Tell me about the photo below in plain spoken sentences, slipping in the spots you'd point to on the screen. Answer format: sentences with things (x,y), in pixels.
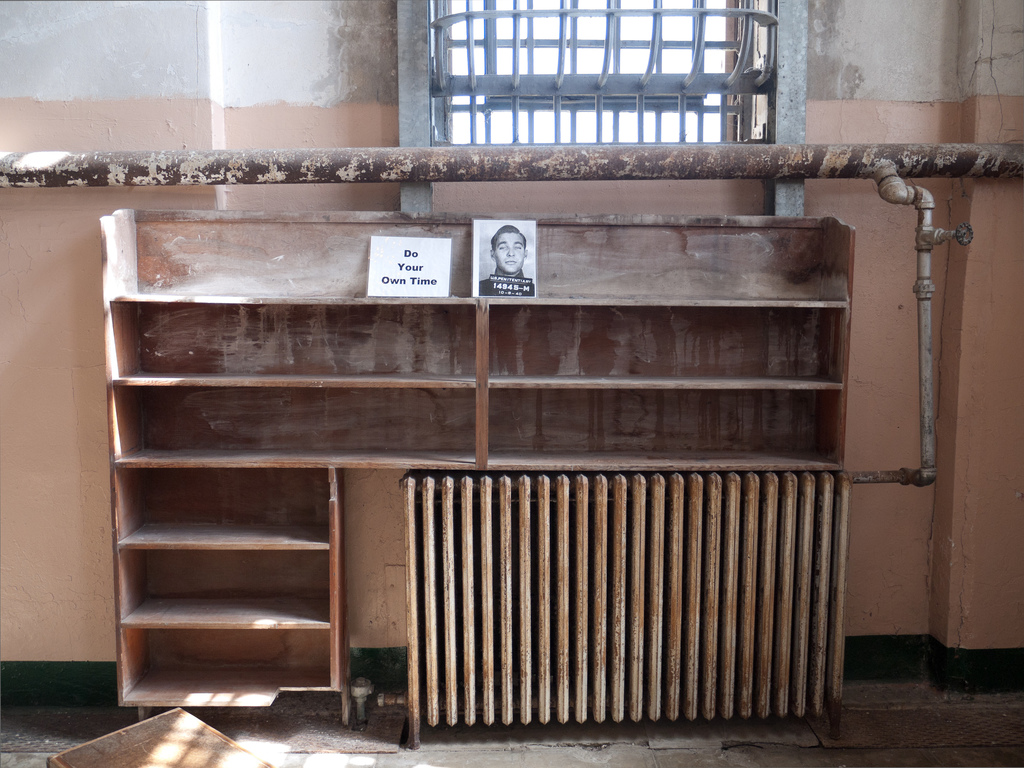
In the picture I can see the wooden shelves (607,399). I can see a photo (477,231) and a piece of paper (409,283) with text (429,283) on the wooden shelf (470,259). I can see a wooden block (153,724) on the bottom left side of the picture (176,737). I can see a metal grill glass window (510,77) at the top of the picture (557,118). I can see a metal pipeline (743,164) on the wall (888,128).
